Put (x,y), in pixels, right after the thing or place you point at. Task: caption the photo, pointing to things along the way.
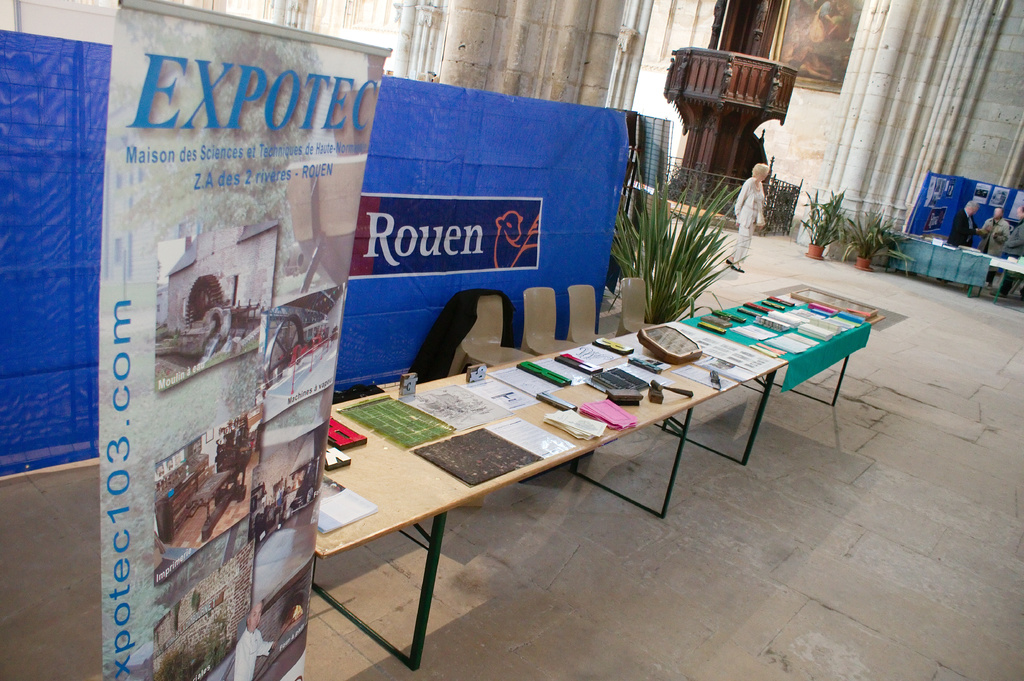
In this image i can see a table (664,409) with few objects (672,361) on it. I can also see there is a banner (385,214), a plant (689,251) and a group of people (964,219) are standing.
